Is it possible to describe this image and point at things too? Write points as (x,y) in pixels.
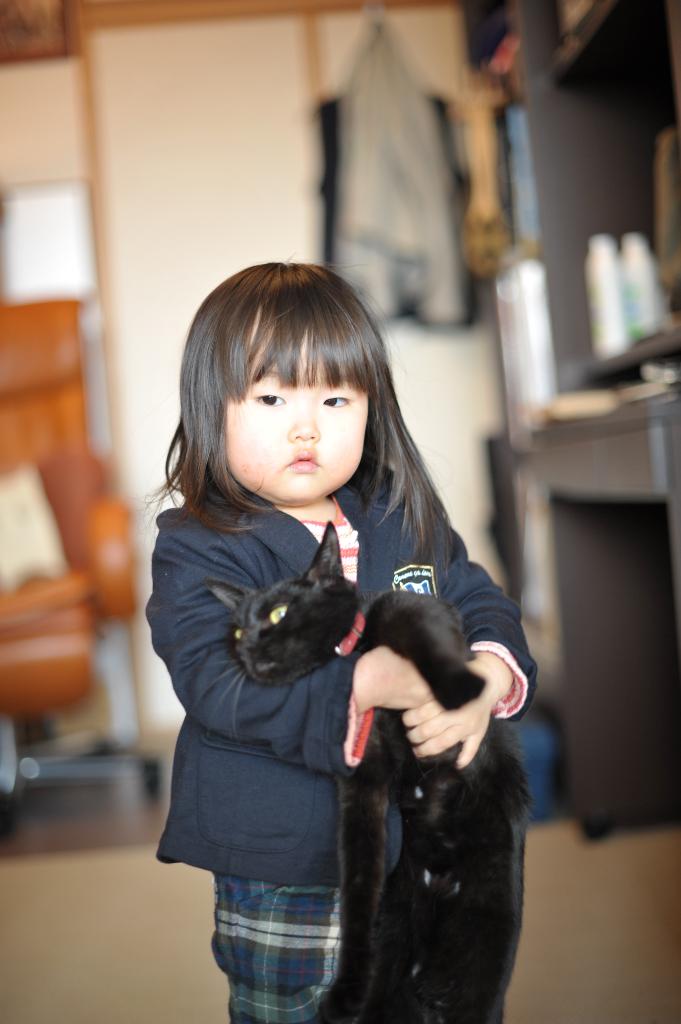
This is the picture of a little girl (213,643) wearing a blue color jacket (191,817) and holding a black color cat (342,786) in her hand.
